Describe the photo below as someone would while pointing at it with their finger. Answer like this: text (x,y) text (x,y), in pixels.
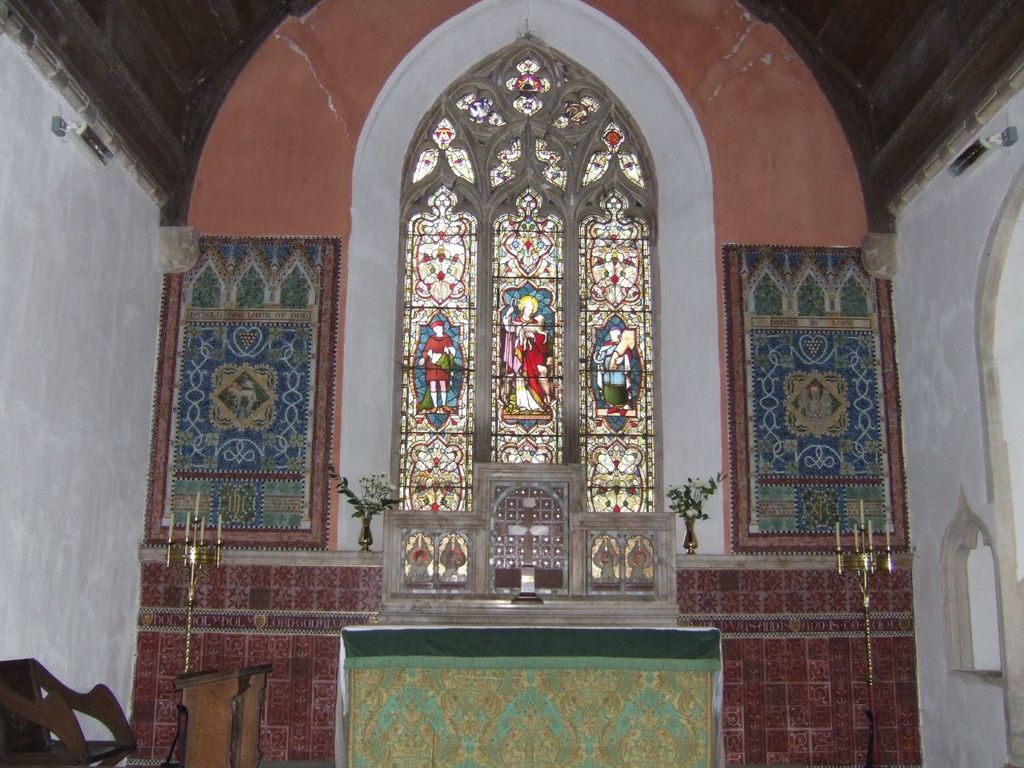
In the image we can see a bench (114,735), chair (71,721), candles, wall (103,427), plant pot (371,530) and a window (505,289). On the window (460,286) there are pictures (521,364) of people (521,383).
